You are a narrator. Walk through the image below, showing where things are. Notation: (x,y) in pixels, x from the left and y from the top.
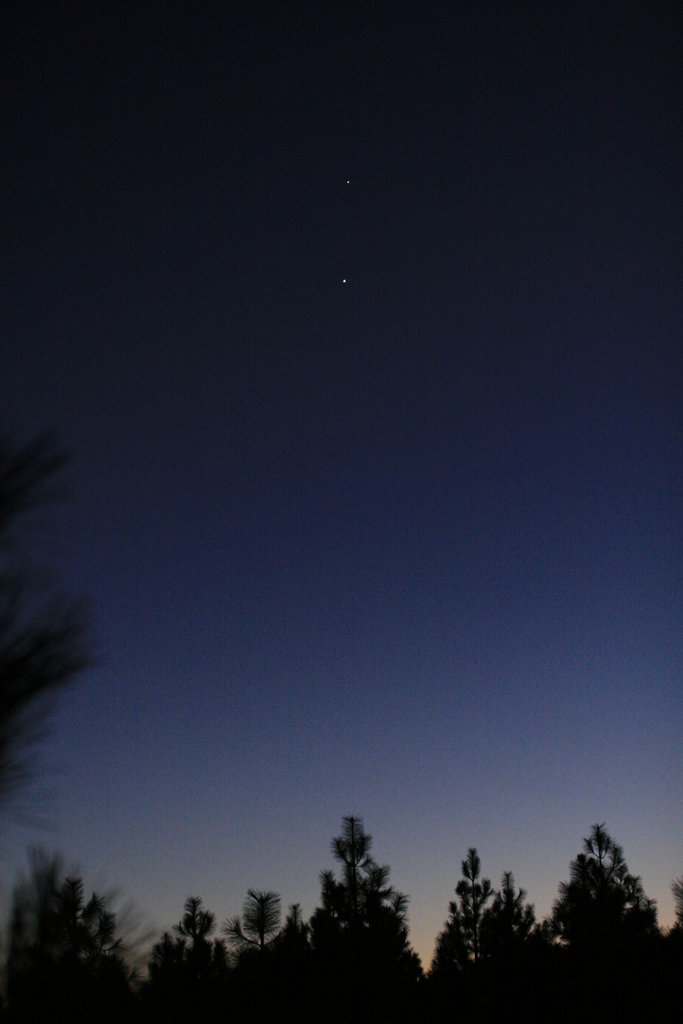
I see that this image is a bit dark and I see number of trees (588,900) and I see the sky (292,519).
